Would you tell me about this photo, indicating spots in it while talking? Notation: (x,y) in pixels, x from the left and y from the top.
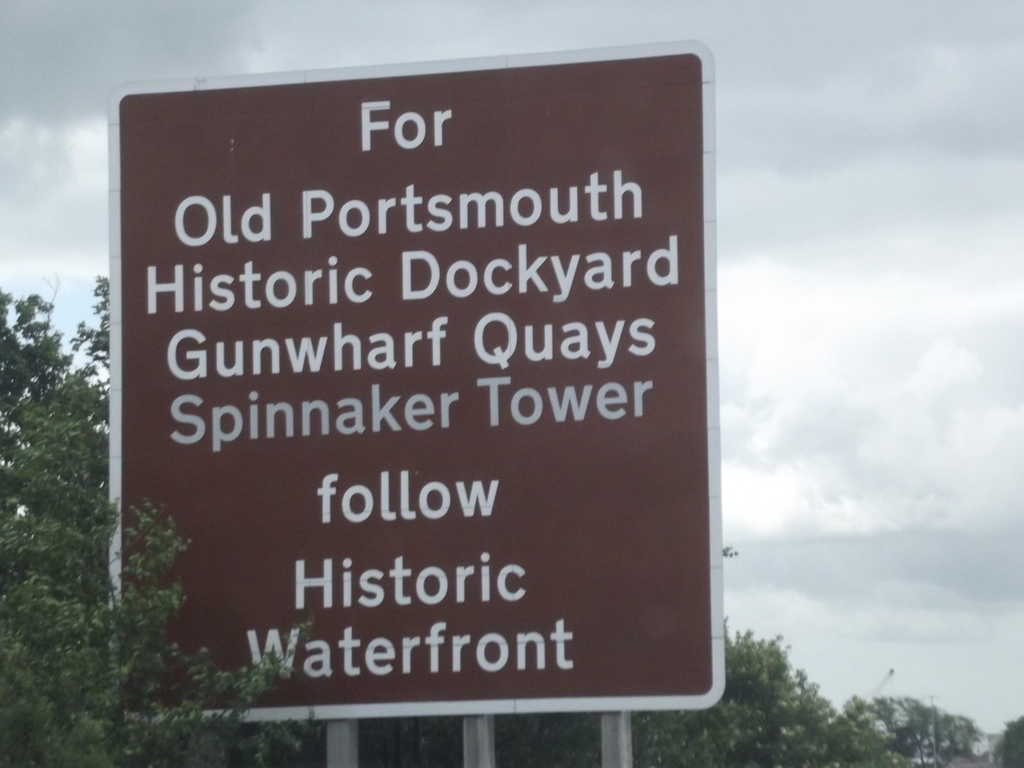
In this image, we can see some text (486,484) on the board (471,328). Here we can see so many trees (573,727). Background (1007,614) we can see the sky (771,441).
